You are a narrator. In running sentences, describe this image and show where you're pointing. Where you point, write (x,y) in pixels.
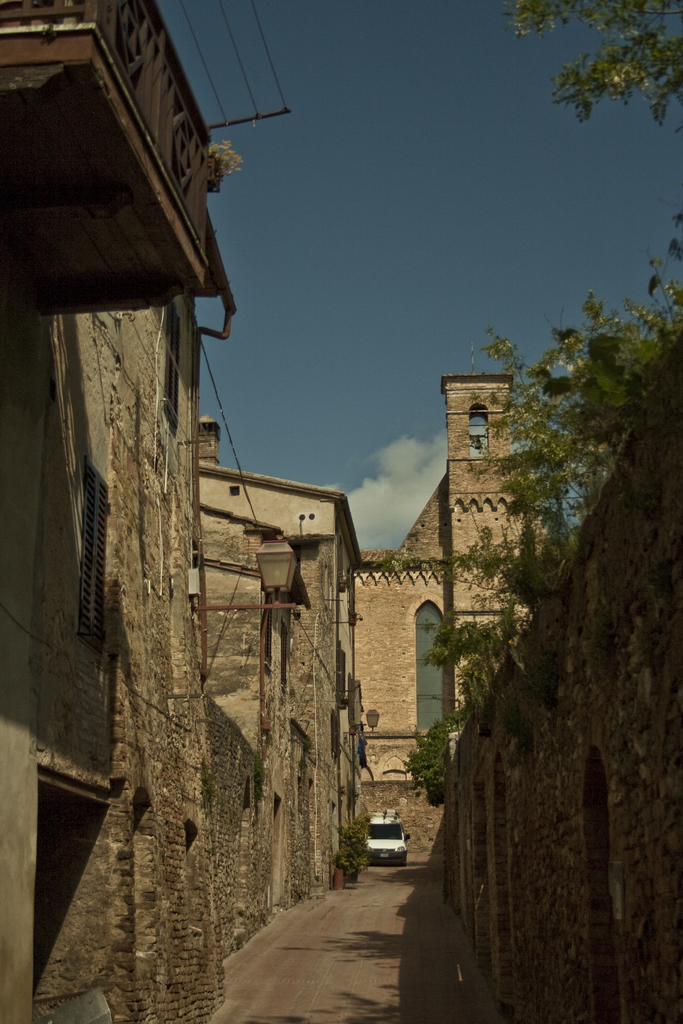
In this picture we can see a car (378,861) on the road (403,869), trees (360,832), lamps (268,605), buildings (296,655) with windows (436,697) and in the background (256,406) we can see the sky (395,281) with clouds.
